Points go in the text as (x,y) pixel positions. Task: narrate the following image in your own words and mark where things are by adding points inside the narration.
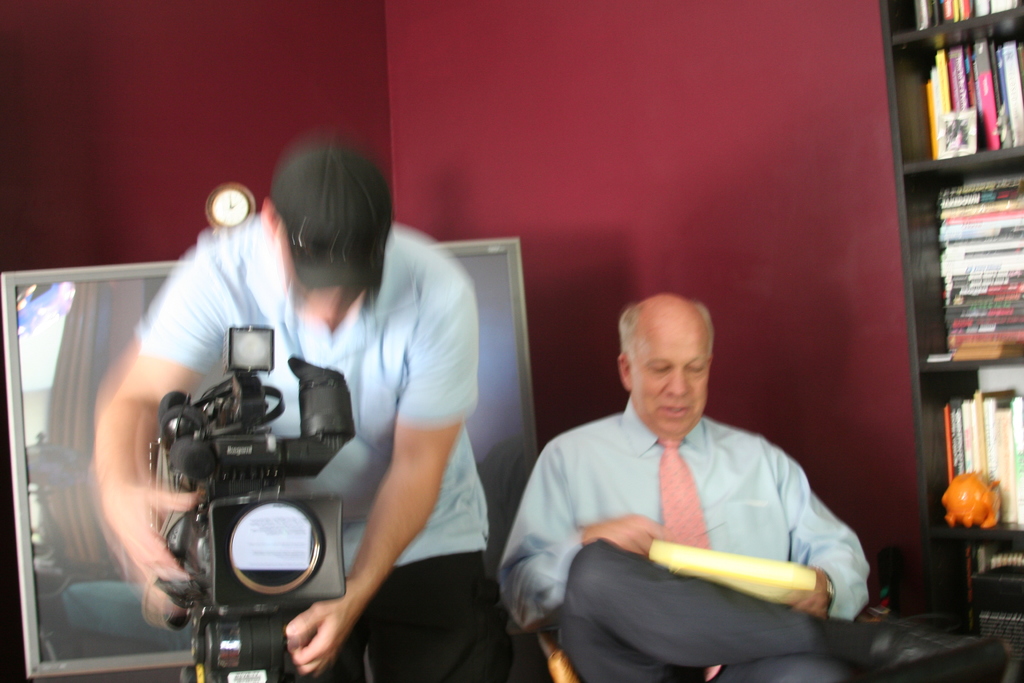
On the background (571,172) we can see a clock (242,198) over a wall (376,122) which is painted with red colour. Here we can see a rack (946,45) and in a rack (944,31) books (988,191) are arranged in a sequence manner. Here we can see a man (689,323) sitting on a chair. This is a board (504,345) behind to him. Here we can see a man (293,303) standing and recording something in a camera (223,537).
